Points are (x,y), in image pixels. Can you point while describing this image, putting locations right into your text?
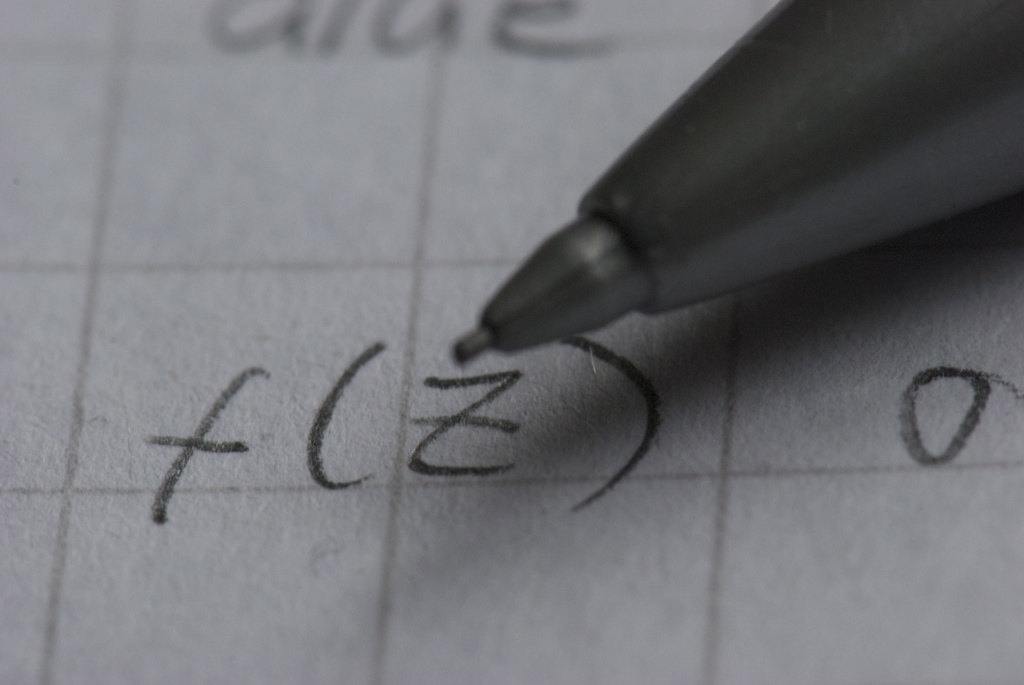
In this image we can see a click pencil (760,255). And we can see text (447,382) on a surface (232,301).
